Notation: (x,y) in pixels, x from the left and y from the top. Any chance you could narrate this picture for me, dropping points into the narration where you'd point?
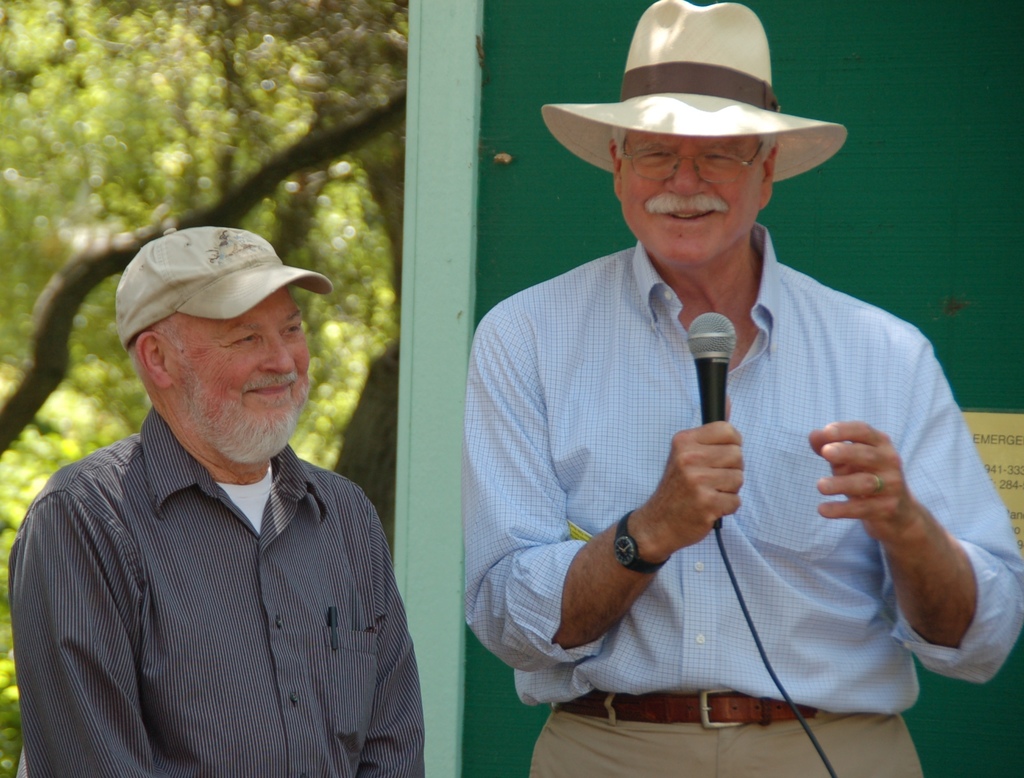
On the right (817,131) there is a man (613,462) who is wearing hat (687,54), spectacles (738,152), shirt (769,530), watch (622,545) and trouser (801,755). He is holding a mic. Beside him we can see other man (302,510) who is wearing cap (220,310) and shirt (197,687). Here we can see a pen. On the right (911,245) back we can see green color shade (916,257). On the left (23,167) background (255,185) we can see many trees (193,136).
